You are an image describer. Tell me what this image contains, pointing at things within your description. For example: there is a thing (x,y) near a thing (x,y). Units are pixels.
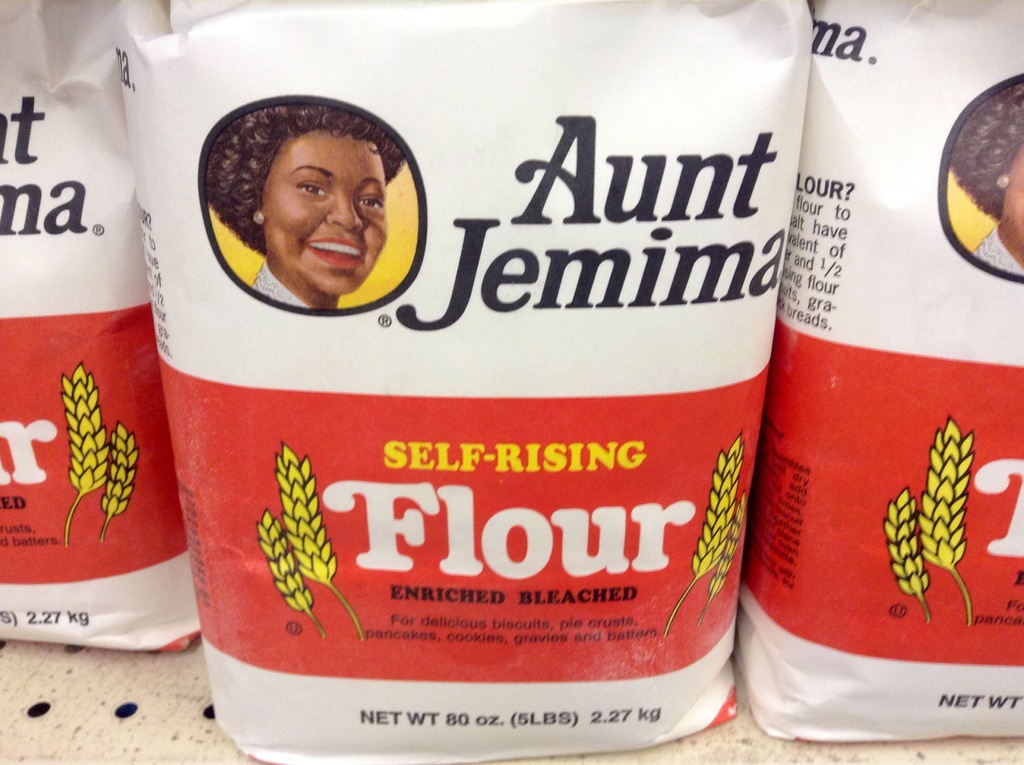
In this image we can see flour bags (453,361) placed on the shelf (141,741).
